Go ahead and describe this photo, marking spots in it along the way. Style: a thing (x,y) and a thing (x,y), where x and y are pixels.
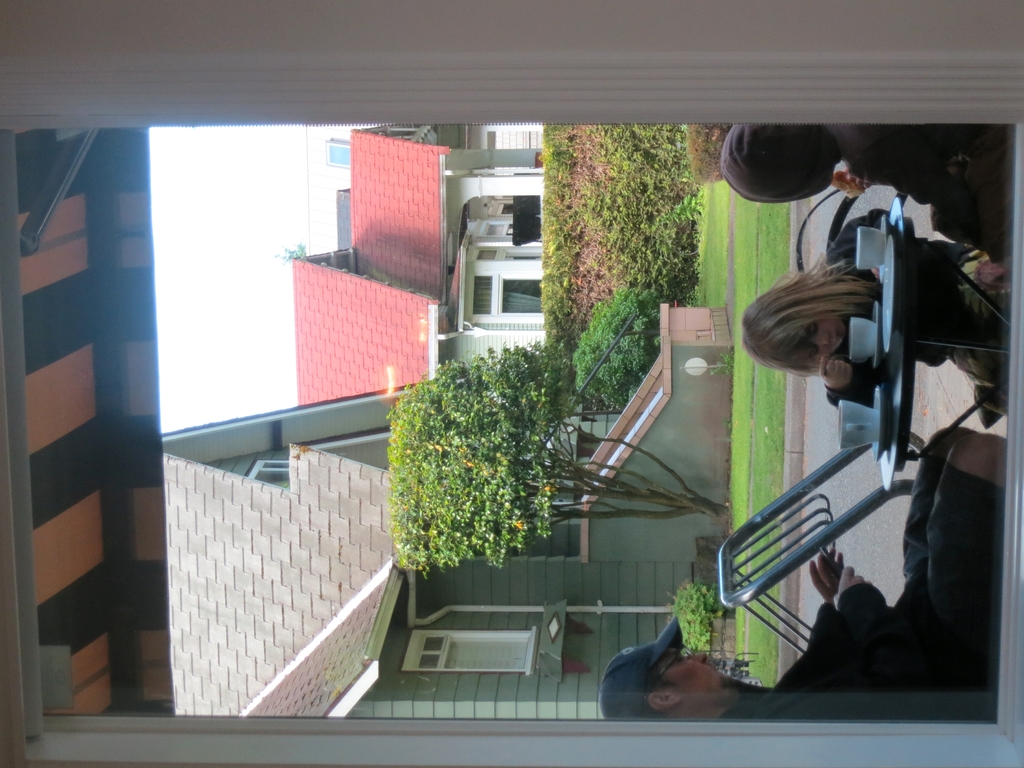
The picture is an inverted image. In the right (901,333) there is a table (896,298). On the table (905,392) there are three cups (863,339) and plates (878,351). There are chairs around the table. On the chairs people (832,611) are sitting. In the background (462,342) there are buildings (677,457), trees (676,472), sky (210,260). The picture is taken from a building (805,78). This is a window (910,735).
